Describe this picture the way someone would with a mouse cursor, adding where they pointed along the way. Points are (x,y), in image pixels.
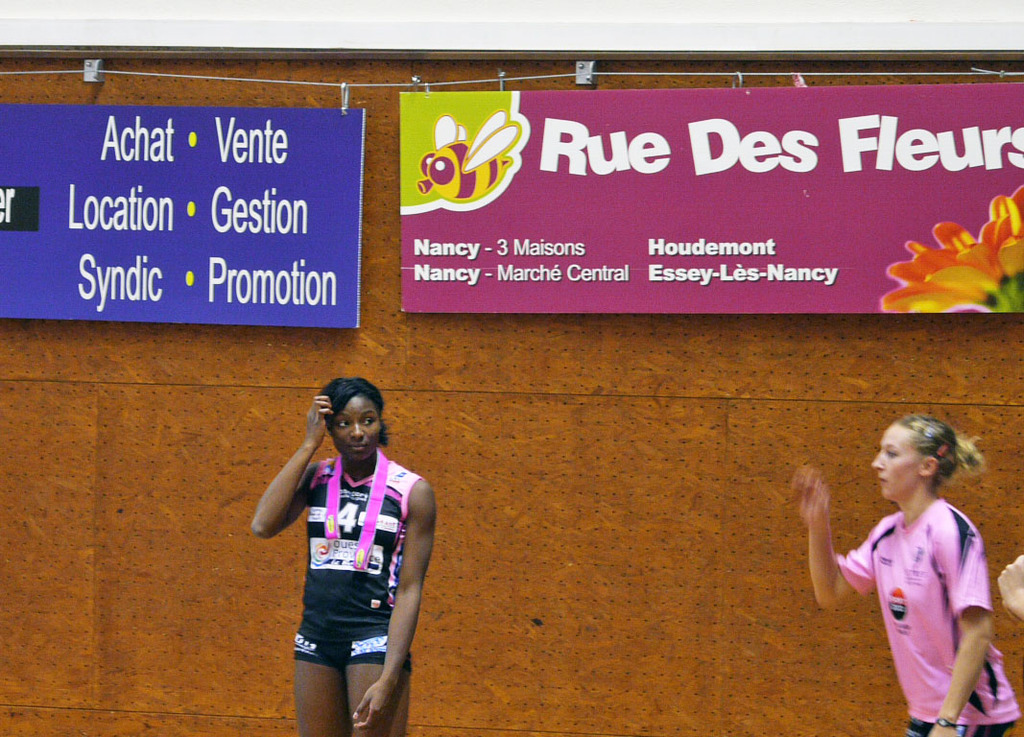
In this picture we can see two women (963,583) and a woman (324,685) standing and at the back of her we can see the wall (467,361), banners (63,297) and some objects (795,73).
